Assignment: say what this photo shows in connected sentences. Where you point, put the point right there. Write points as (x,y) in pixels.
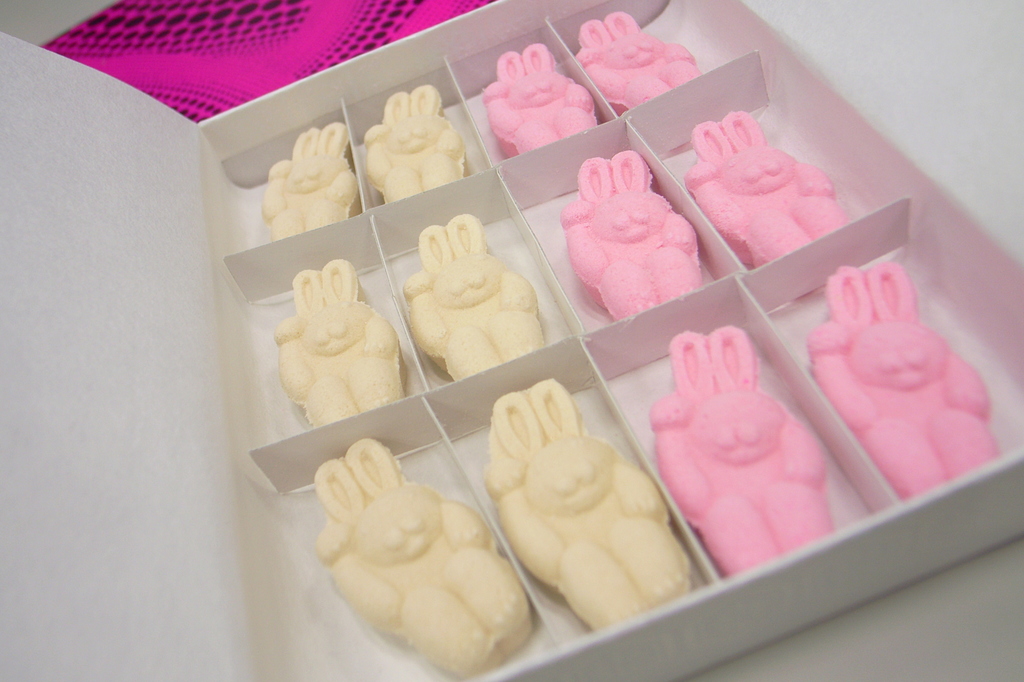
In this image there are food items (459,369) in the box (242,293). Beside the box (229,158) there is some object (285,44) on the table (893,621).
